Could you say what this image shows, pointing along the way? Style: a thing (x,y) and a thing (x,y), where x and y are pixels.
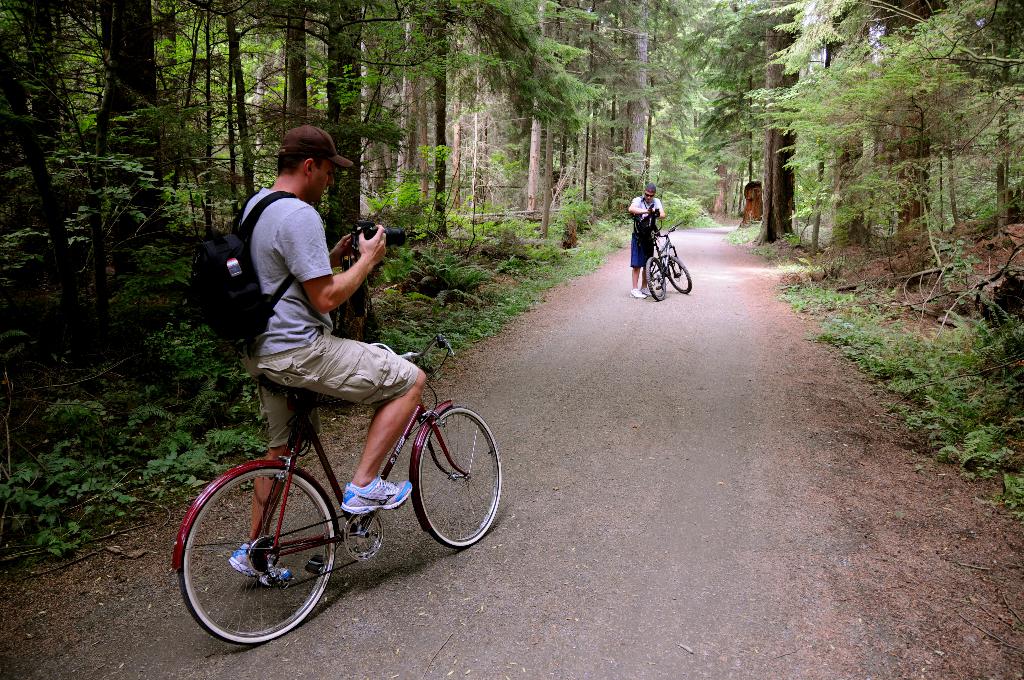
There are trees (312,118) on either side of a road (312,649) a man (306,269) is riding a bicycle (311,604) and holding a camera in his hands (372,252). This is the road (746,544).
